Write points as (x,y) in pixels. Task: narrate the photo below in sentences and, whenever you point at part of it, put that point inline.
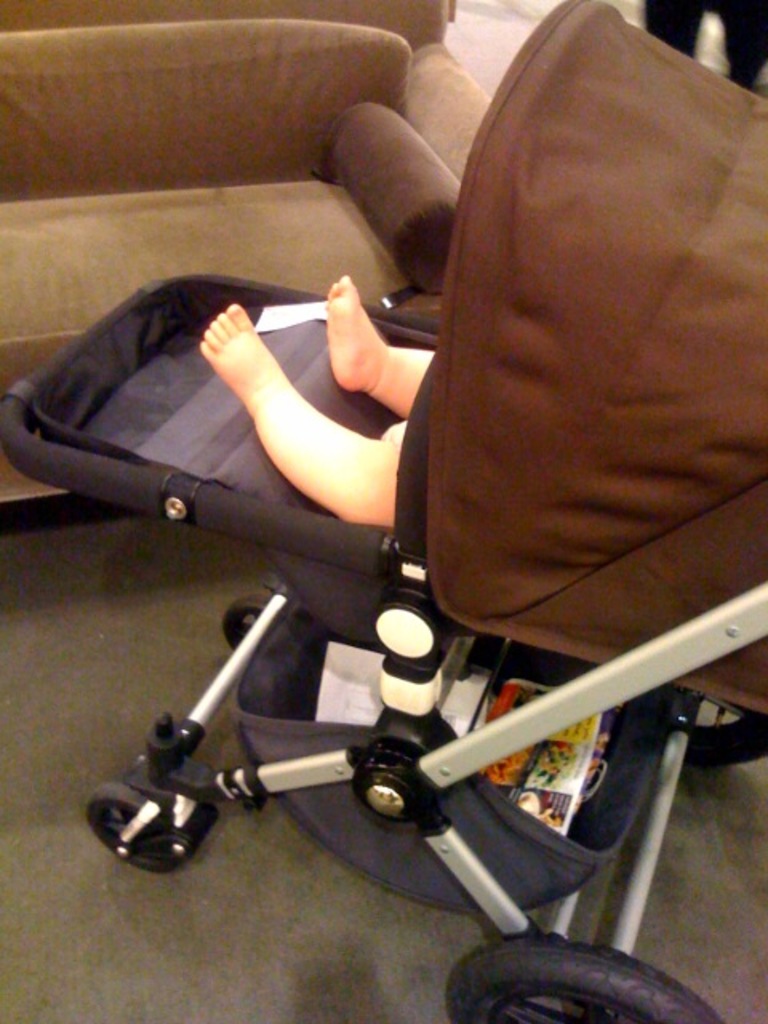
In this picture we can see the legs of a baby (294,484) sitting in a pram (565,464). In the background (22,42), we can see a sofa (41,13) and at the bottom (599,979) we can see papers (562,759) and wheels (519,1004).
